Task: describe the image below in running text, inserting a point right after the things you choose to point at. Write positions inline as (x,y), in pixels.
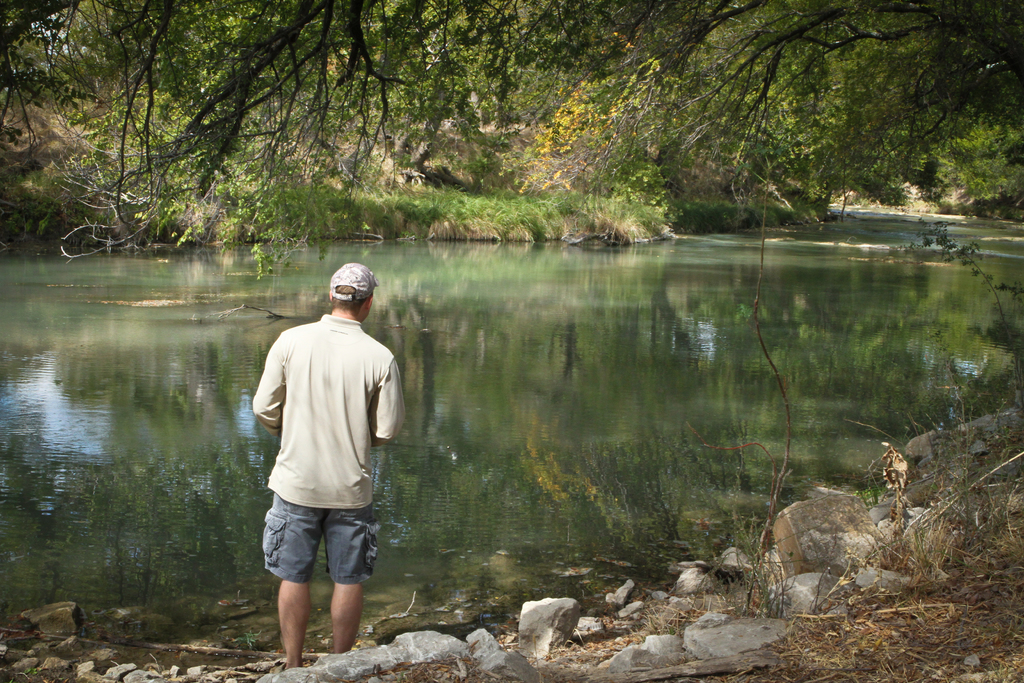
This image consists of a man (315,531) standing and wearing a cap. At the bottom (686,630), there are rocks (275,682) and dry grass (908,609). In the middle (459,330), there is water (401,334). In the background (340,136), there are many trees (629,136).
